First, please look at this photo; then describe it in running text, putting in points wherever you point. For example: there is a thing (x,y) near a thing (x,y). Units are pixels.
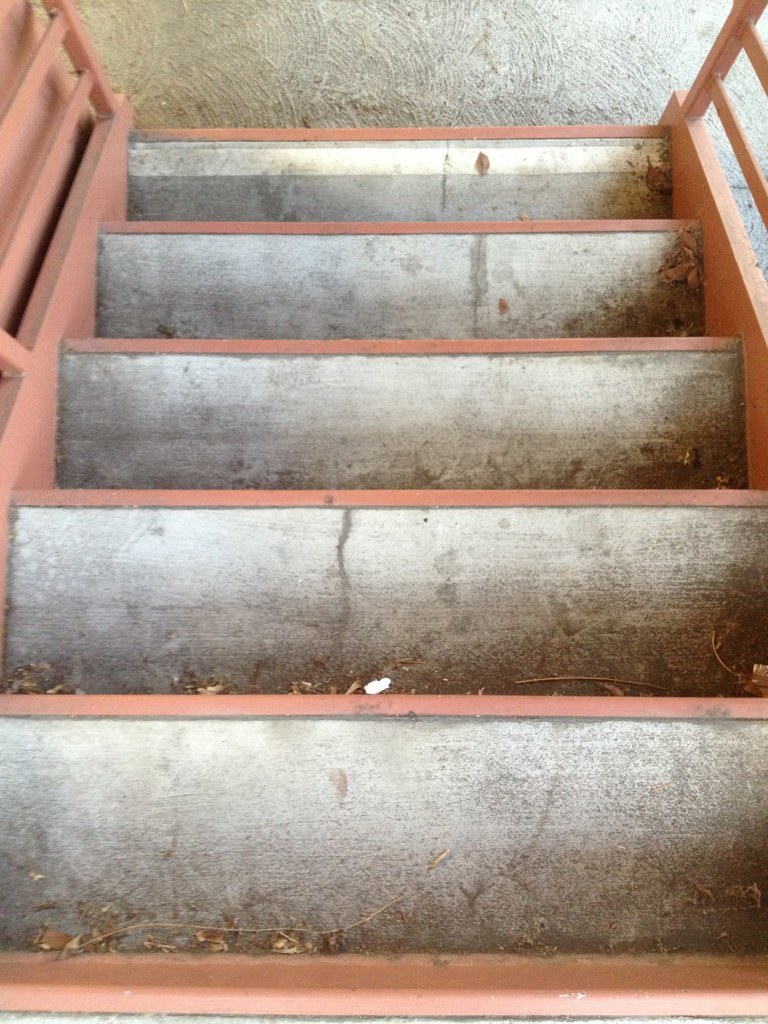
In this picture I can see a staircase (266,760).
